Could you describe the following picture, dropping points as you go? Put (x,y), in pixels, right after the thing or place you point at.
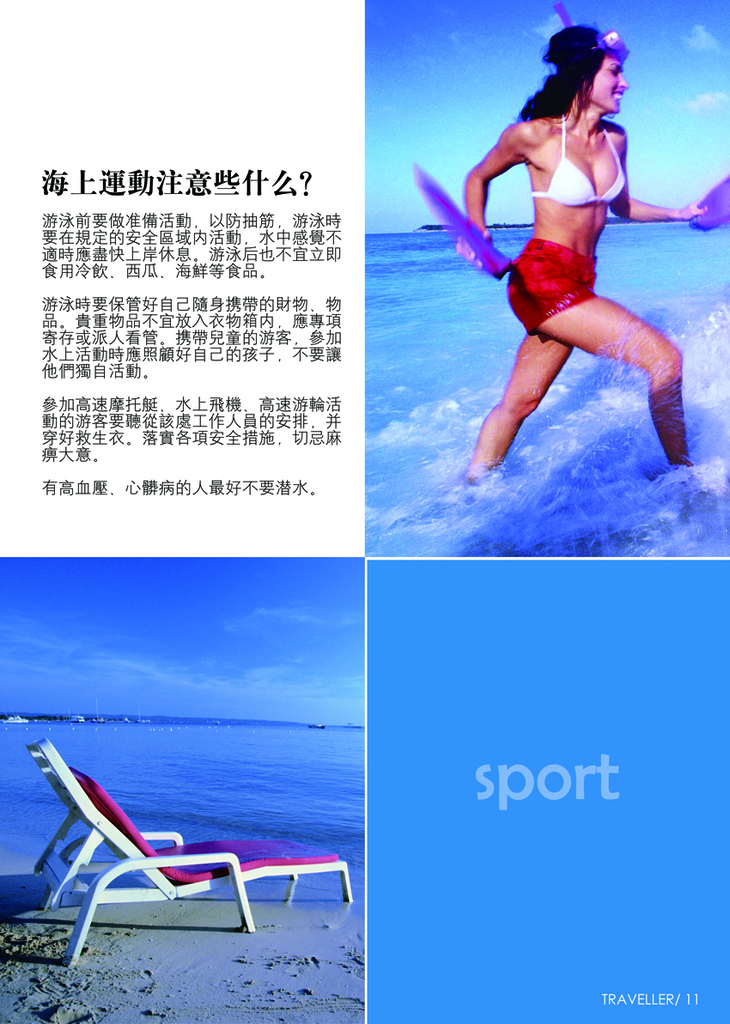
In this picture this is a transcript (229,322) of some other language, it is written. in this picture there is a woman (582,146), she is walking in water (656,461) and the sky (485,97) is cloudy. and she is catching an object (489,246) in her hand (703,214) she is smiling. in this picture there is water (236,753) in blue color, and sky (185,618) is cloudy and a chair (120,865) and here is sand (227,948). in this picture a word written is a sport.
